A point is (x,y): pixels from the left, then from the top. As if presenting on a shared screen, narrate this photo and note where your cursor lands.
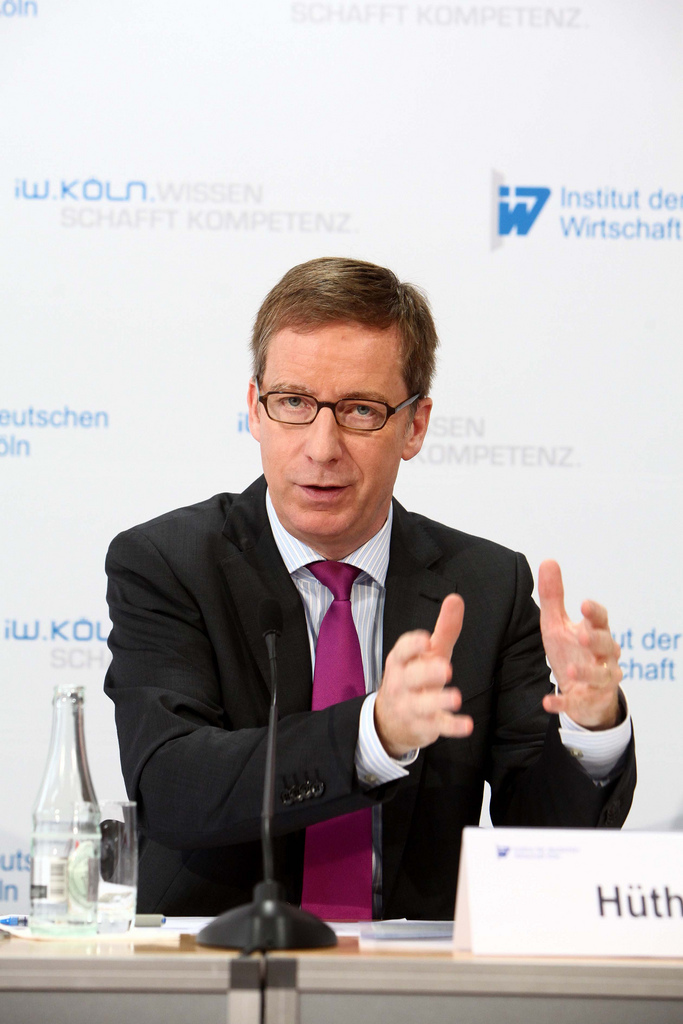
In this image there is a man (282,448) sitting in chair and explaining, and in table (551,975) there is name board (481,912), microphone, bottle (96,858), glass (131,893), paper (140,934), pen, and the back ground (96,20) there is a hoarding (163,494).
